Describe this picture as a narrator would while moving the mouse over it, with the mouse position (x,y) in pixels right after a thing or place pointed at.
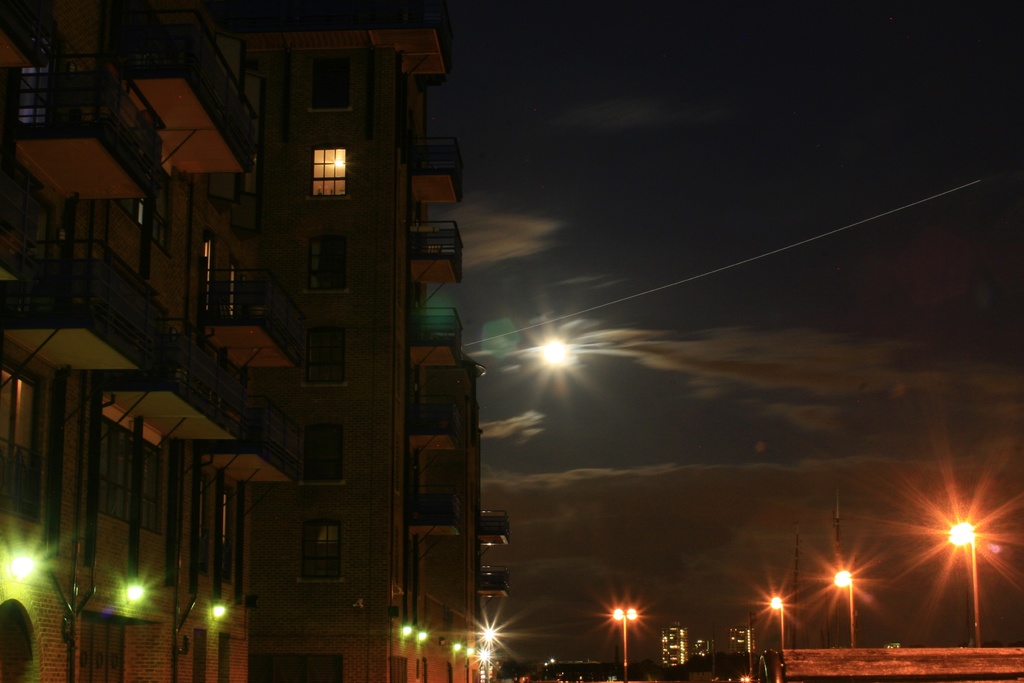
This picture tells about the night view. In the front (168,538) there is a building (170,503) with many windows (161,471) and balconies (231,415). On the right side (780,609) there are some street light poles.
